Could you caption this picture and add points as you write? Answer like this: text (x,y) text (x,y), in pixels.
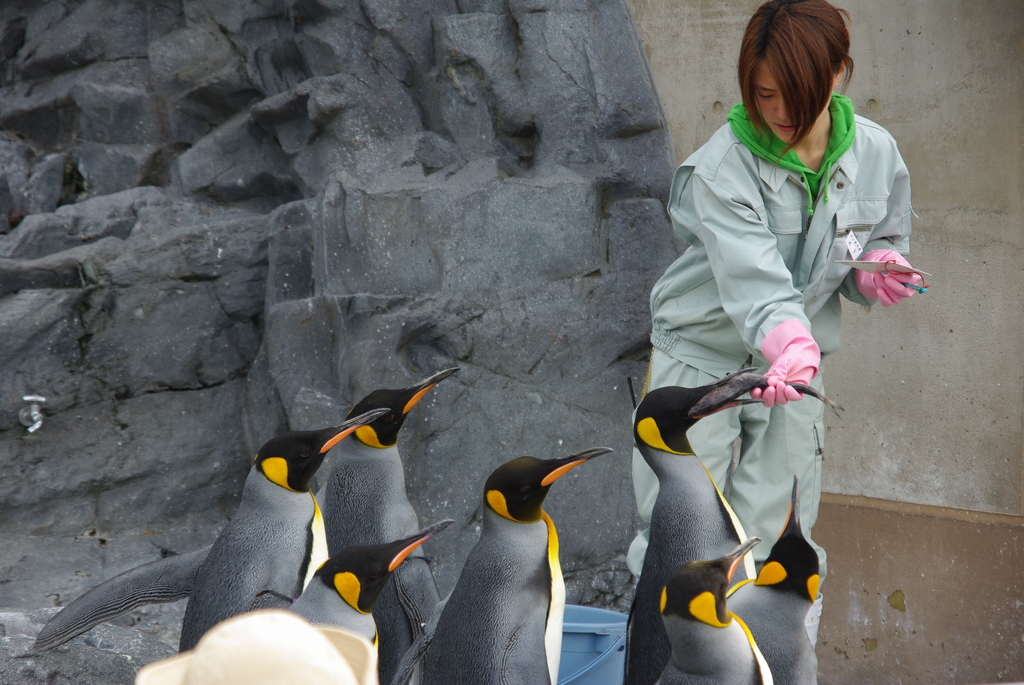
In the image we can see a woman (742,219) standing, wearing clothes (754,248) and gloves (773,348). She is holding a fish (753,379) in her hand (766,377) and she is feeding the penguin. There are many penguins (504,575), this is a bucket (593,648), water tap (33,419) and a stone wall (613,288).
